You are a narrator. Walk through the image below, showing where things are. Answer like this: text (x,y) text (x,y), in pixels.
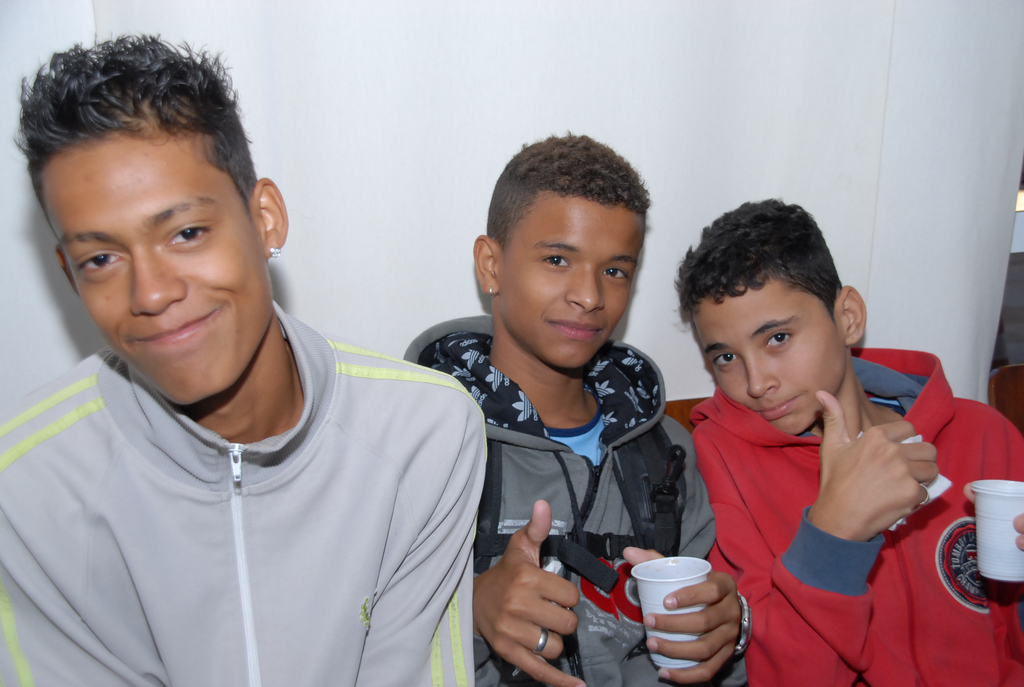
In this image we can see a three boys (511,544) and among them two boys (758,659) are holding cups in their hands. In the background (367,308) we can see a cloth (652,179) and objects (1016,400) on the right side (980,248).
